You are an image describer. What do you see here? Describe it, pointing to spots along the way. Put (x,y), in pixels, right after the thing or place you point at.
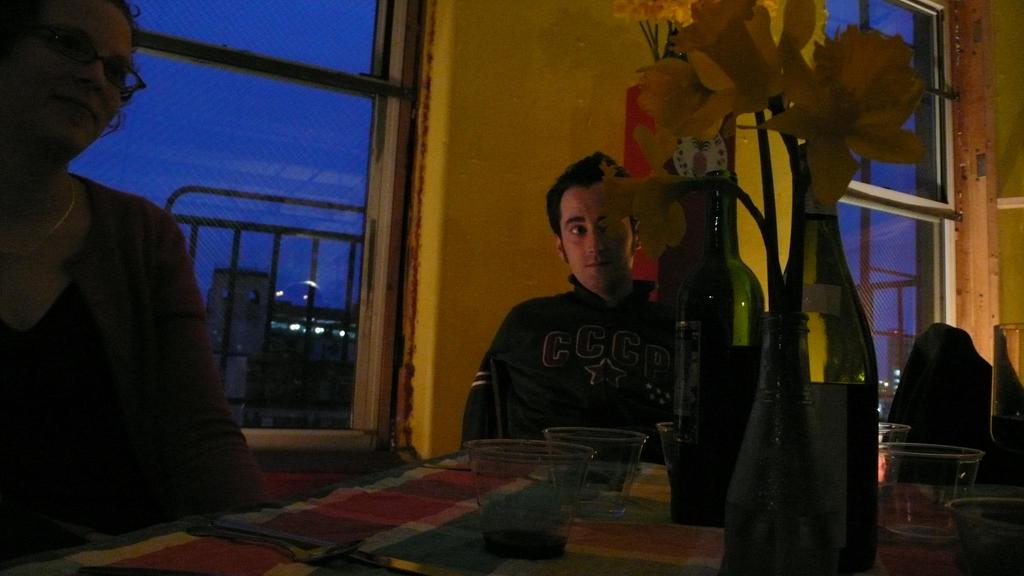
There are 2 persons (239,432) sitting on the chair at the table (597,560). On the table (492,567) we can see spoons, glasses (538,487) and flower vase (800,422). In the background (469,300) there are windows (888,241) and a wall (482,198). Through window (240,116) we can see sky (214,120), lights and poles (306,230).
